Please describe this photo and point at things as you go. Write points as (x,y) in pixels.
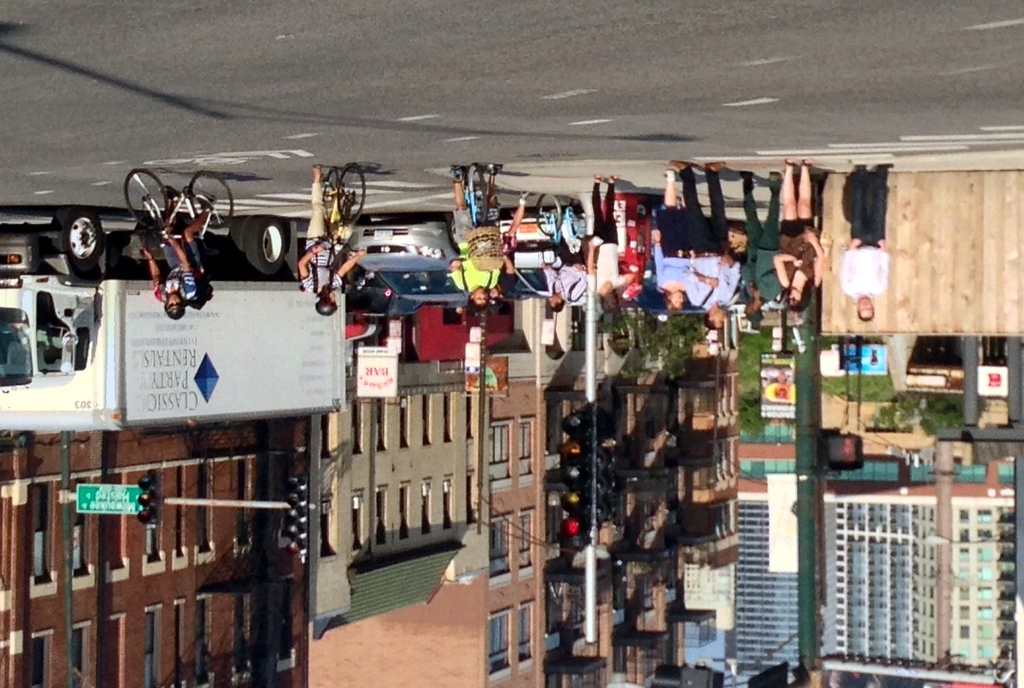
In this picture I can see vehicles (233,301) on the road (365,136), there are few people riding bicycles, there are signal lights (295,517) to the poles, there are trees (625,369), and in the background (645,428) there are buildings (557,493).
